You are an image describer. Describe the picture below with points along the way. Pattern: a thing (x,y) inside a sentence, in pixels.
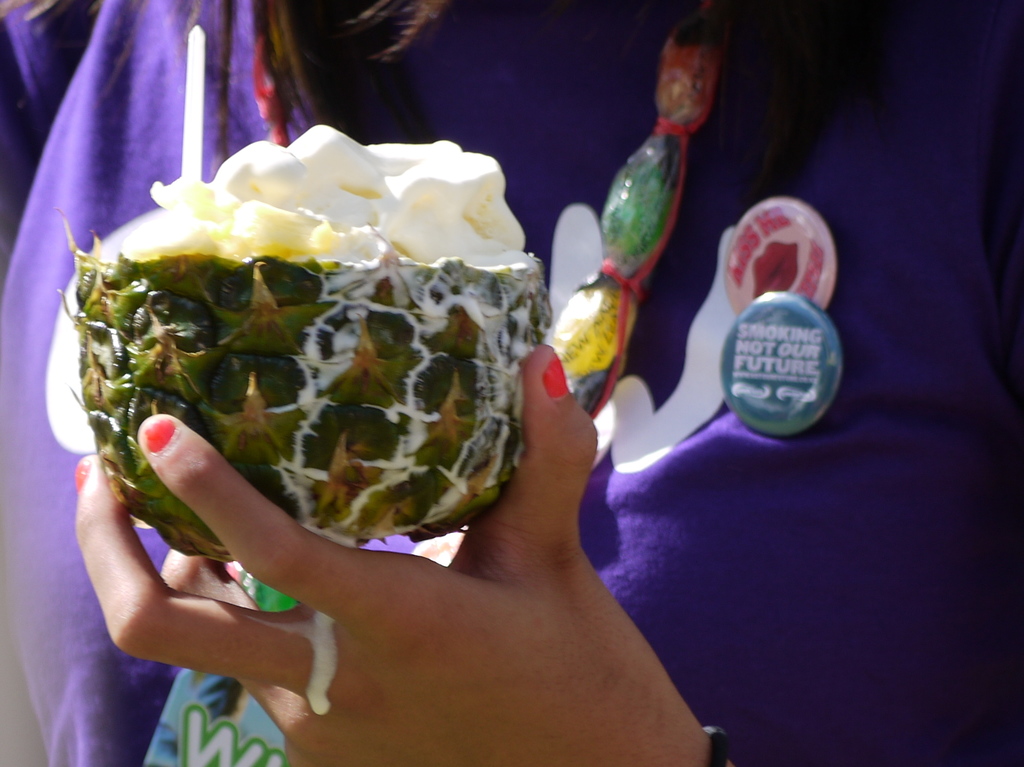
In this image I can see the person (177,444) is holding the food (320,411) and the person (163,452) is wearing purple and white color dress (727,452) and I can see few badges (792,334) to the dress (909,245).
